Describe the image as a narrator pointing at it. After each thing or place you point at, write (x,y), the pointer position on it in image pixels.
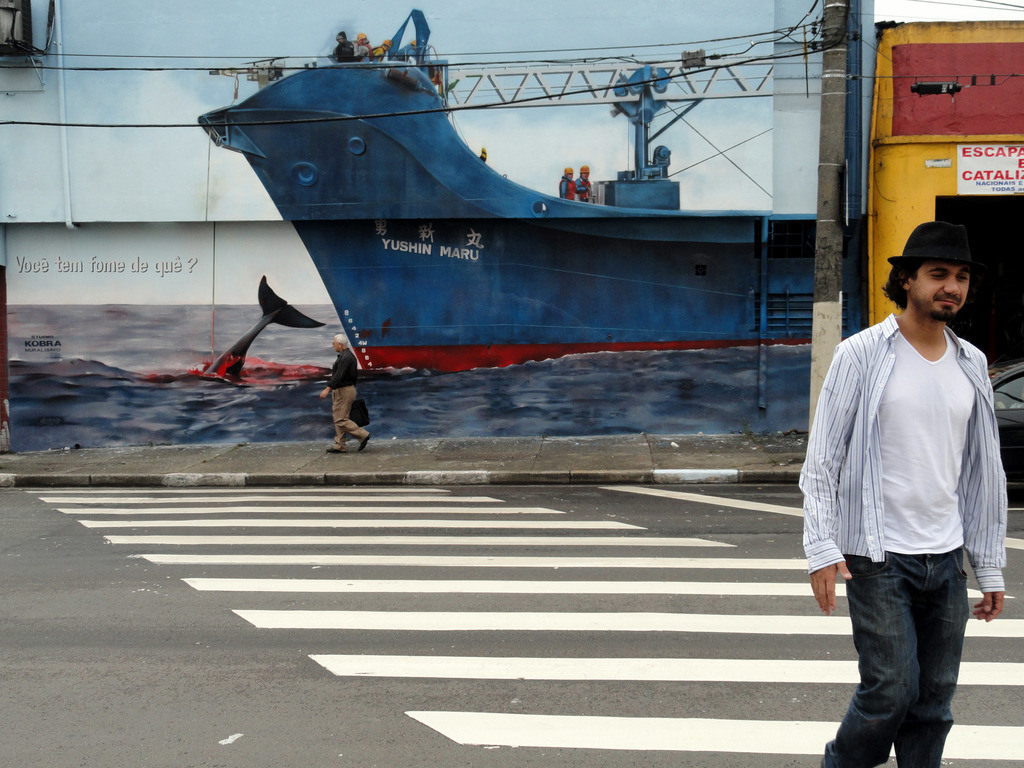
In the image there is a person (909,400) in white shirt (897,359) and hat (928,228) walking on the zebra crossing (362,634) and behind there is a wall (159,105) with ship painting (481,257) in ocean (449,410) and an old man (343,378) walking in front of it on the foot path (372,456).
